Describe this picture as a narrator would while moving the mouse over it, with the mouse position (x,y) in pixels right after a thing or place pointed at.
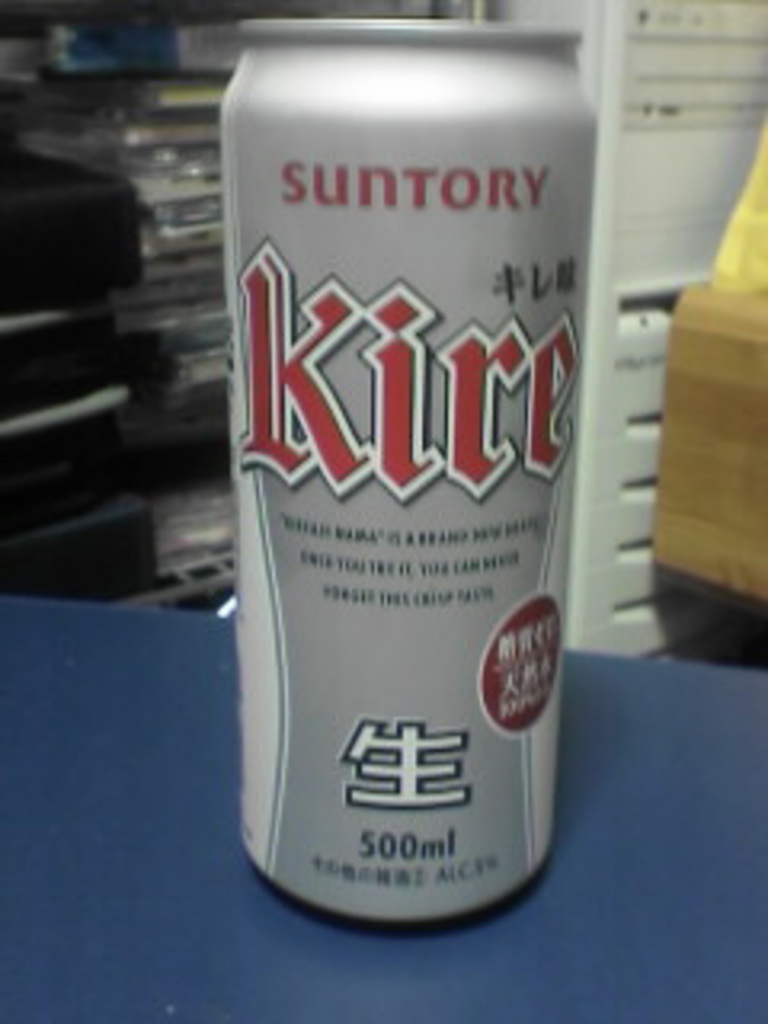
In this image there is a tin (529,527) on the table (630,978) behind that there are so many other things (682,472).
